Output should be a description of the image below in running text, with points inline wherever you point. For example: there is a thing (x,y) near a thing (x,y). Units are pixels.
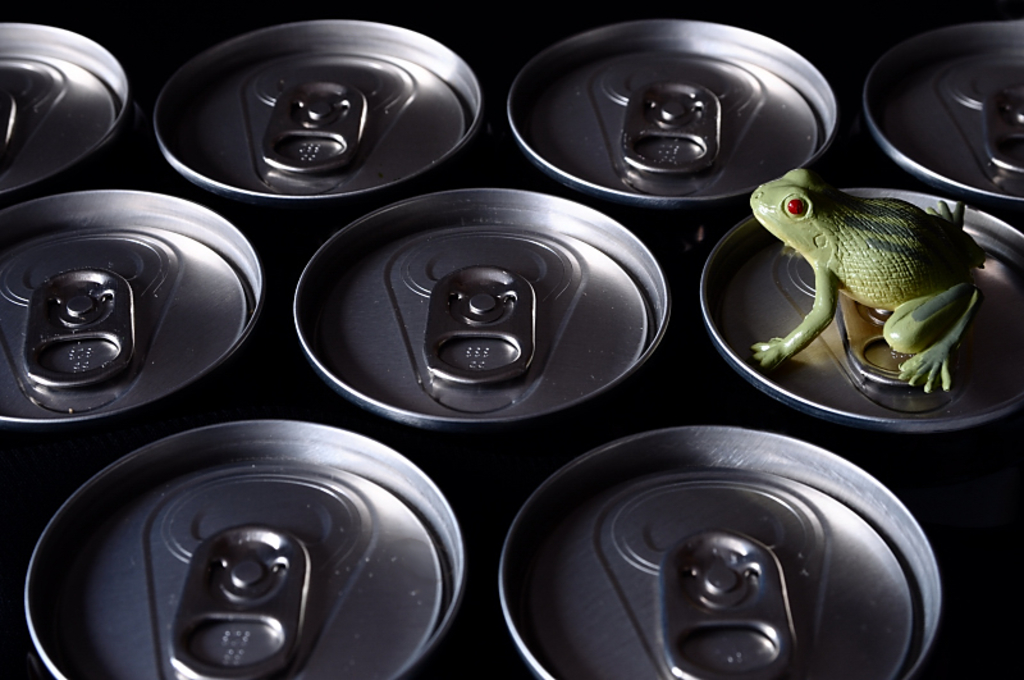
In this image there are tins (290,176) and we can see a toy frog (889,286) on the tin (874,425).
